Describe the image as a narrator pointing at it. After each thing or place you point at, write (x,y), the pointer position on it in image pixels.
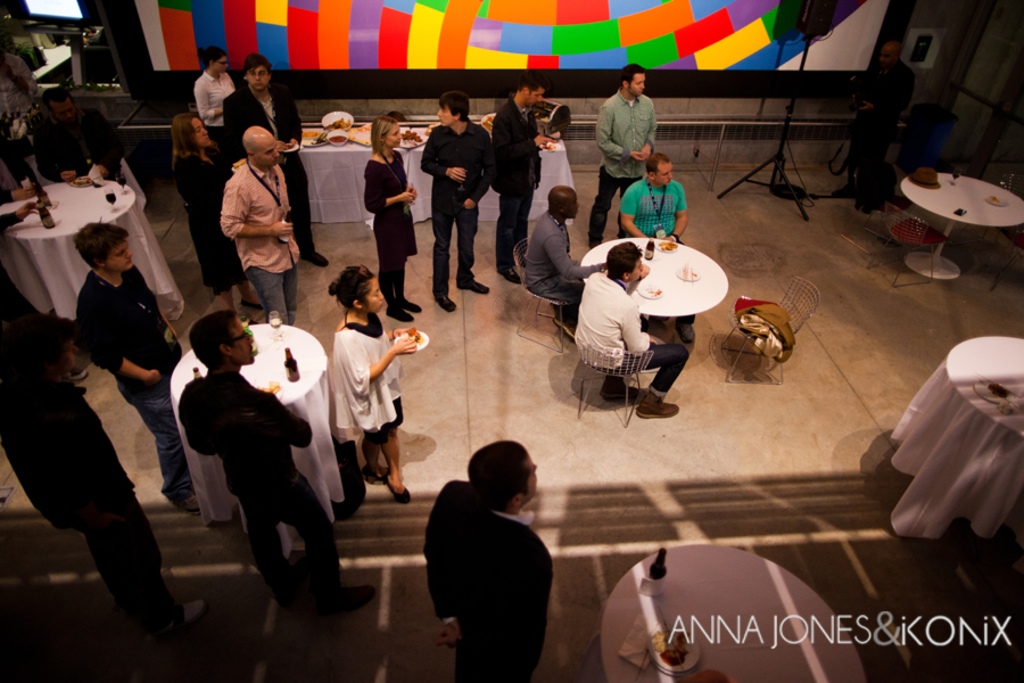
As we can see in the image there is a wall (946,74), few people (249,420) standing and sitting here and there and there are chairs (536,303) and tables (291,331). On tables (264,334) there are bottles (288,353) and glasses (278,331).
